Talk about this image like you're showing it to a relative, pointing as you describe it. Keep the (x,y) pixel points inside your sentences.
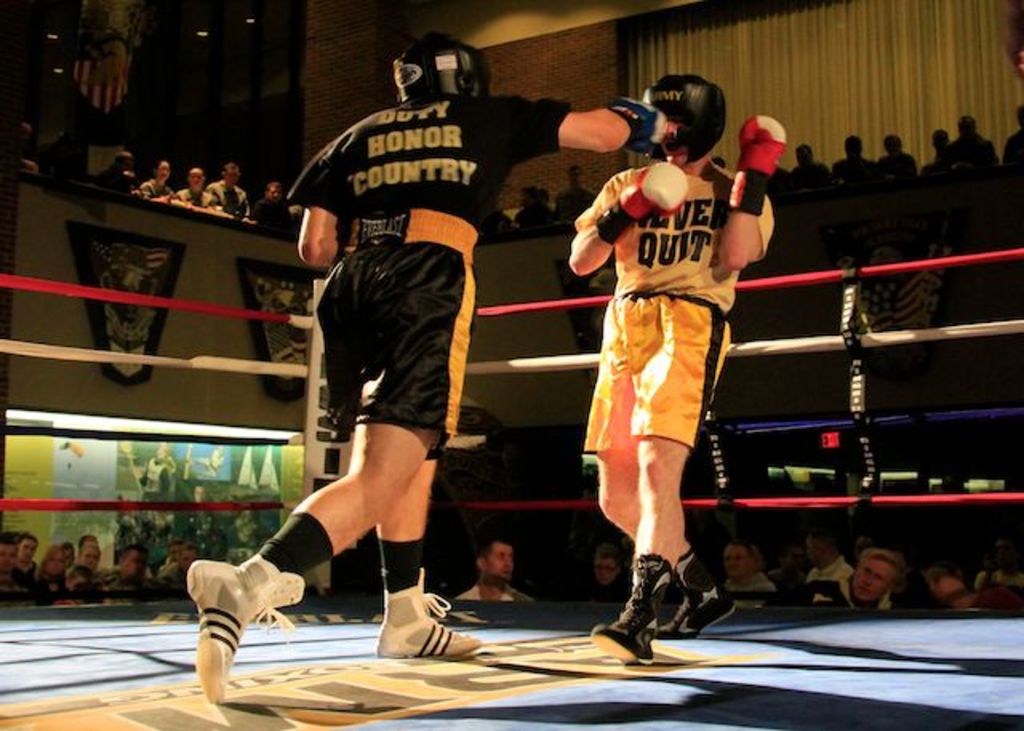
In this image we can see two persons (367,287) wearing black and yellow color dress (653,417) respectively playing boxing and at the background of the image (895,557) there are some spectators (191,180) standing, sitting and there is wall (24,245).
